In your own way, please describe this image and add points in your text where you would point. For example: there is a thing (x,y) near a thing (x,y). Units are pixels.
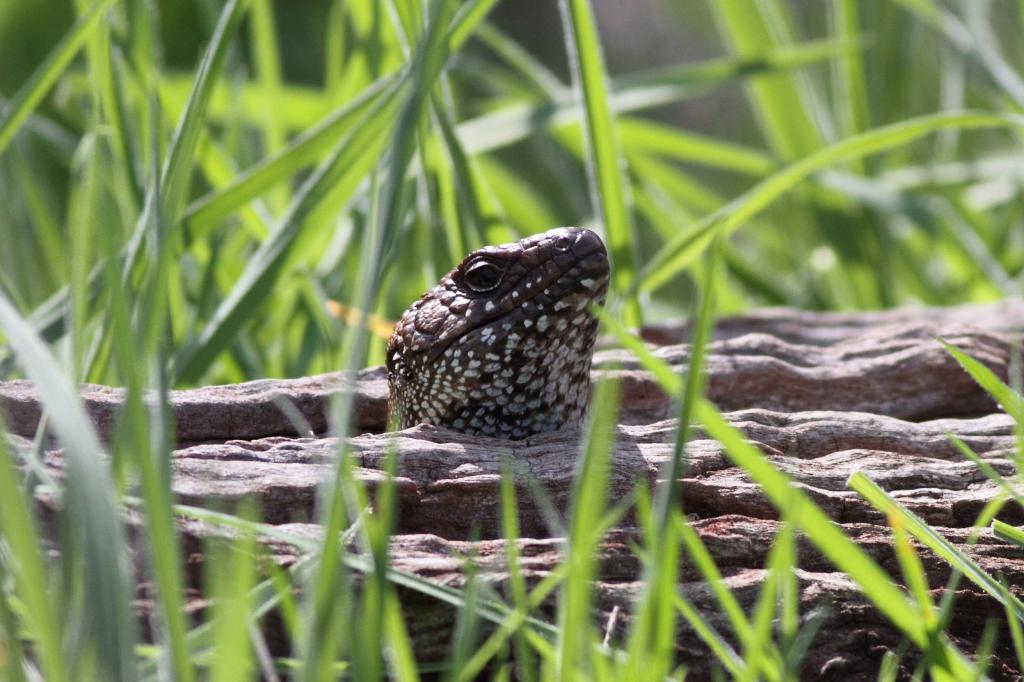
In this image in the center (465,364) there is a lizard (498,339), and in the foreground (598,387) and background (1008,235) there are some plants (107,525).
